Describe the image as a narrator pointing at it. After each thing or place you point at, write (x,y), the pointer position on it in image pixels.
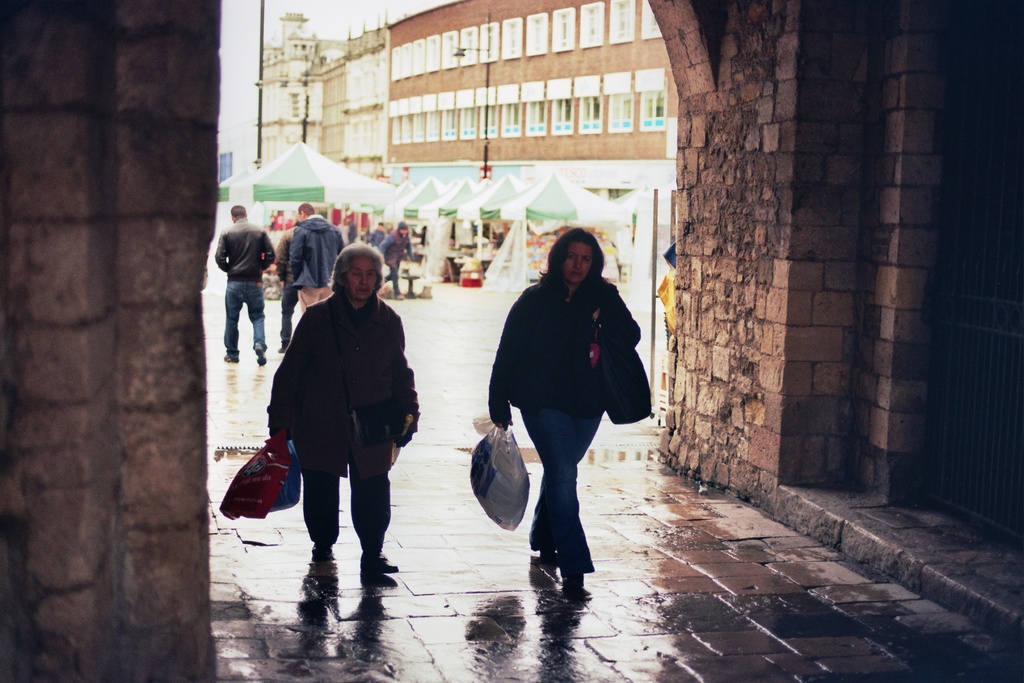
In the picture we can see a historical construction (680,61) with a brick (679,74) and some people (551,399) walking inside it with a bag (517,454) and in the background (269,99), we can see a building (269,118) with windows (414,127) and some tents (299,176) near to it and some people (286,288) are walking and standing on the path (460,424).
